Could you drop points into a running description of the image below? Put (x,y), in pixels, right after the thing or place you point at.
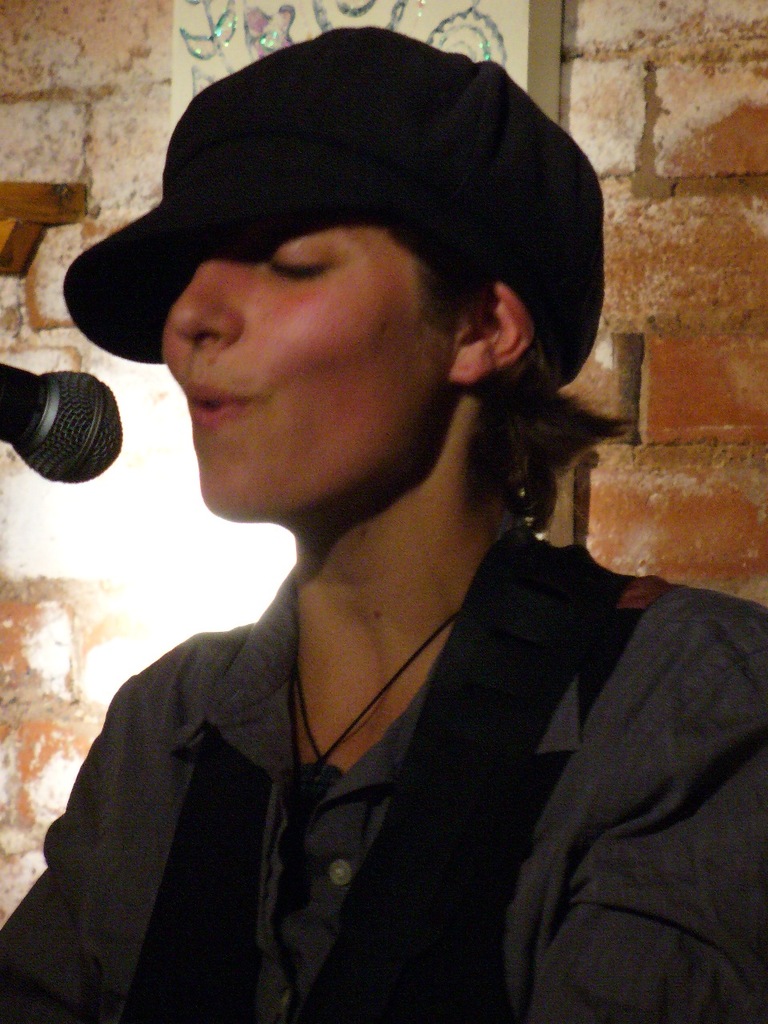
In this image we can see a person (320,661). There is a mic (83,436) at the left side of the image (73,437). There is an object (303,35) on the wall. A person (378,57) is wearing a cap (378,57).
